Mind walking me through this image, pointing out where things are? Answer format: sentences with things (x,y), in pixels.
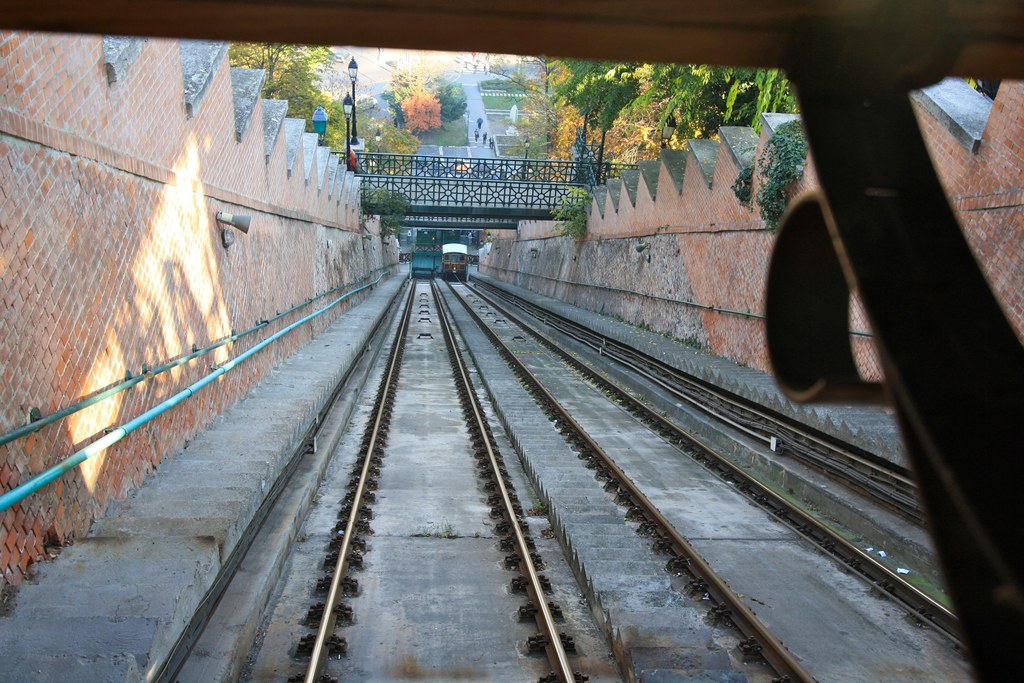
In the foreground of this image (466,515), there are tracks (414,511) and on either side, there is wall (706,227) and pipes (239,337). At the top (521,194), there is a bridge (370,188), few lamps (348,113), trees (681,128), people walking on the path (487,136) and a compartment (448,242) on the track (466,278). On the right (856,202), there an object (846,160).
